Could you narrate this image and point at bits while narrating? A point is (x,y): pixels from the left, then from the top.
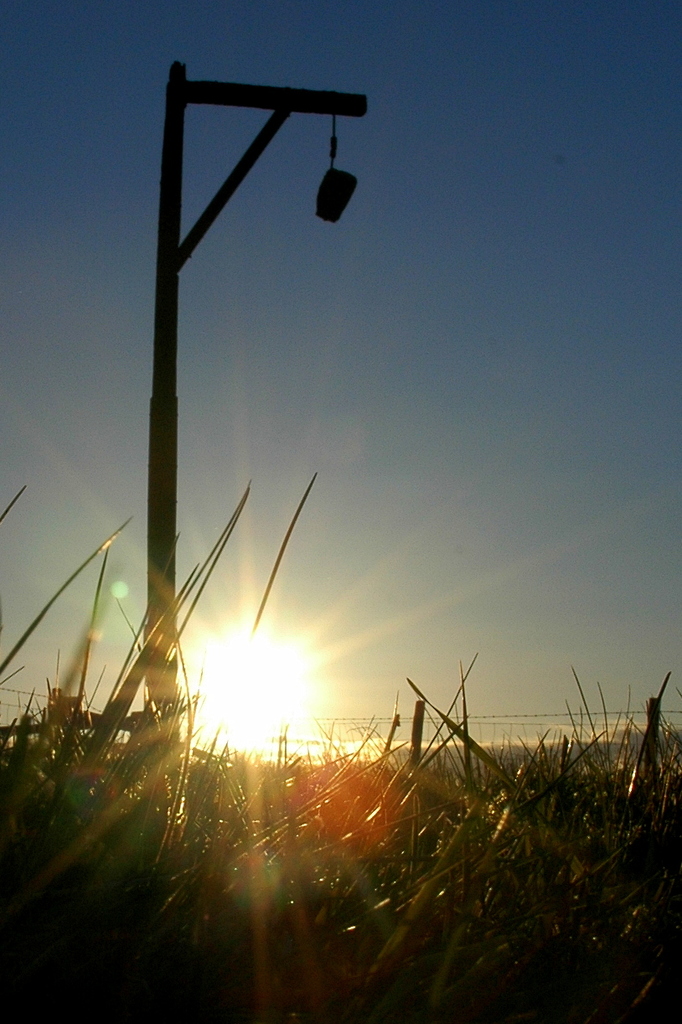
In this image, we can see a pole (163,580). At the bottom (638,903), we can see a grass (489,850). Background (667,600) there is a sky (369,389). Here we can see some object (331,185) is hanging.
